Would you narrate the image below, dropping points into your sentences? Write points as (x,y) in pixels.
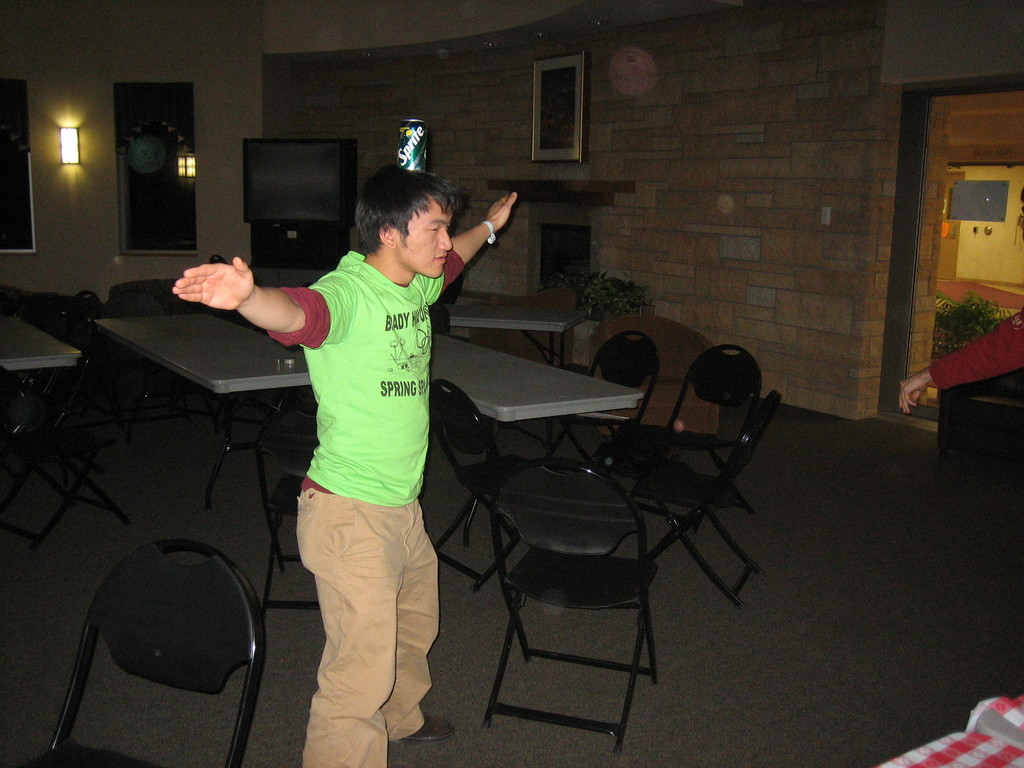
This is the picture inside of the room (688,136). There is a person (335,461) standing in the front (404,625). At the back (20,344) there are tables (262,372) and chairs (498,526) and there is a television (294,193) at the back (314,161) and at the left (121,196) there is a window (167,121) and light (77,136). At the top (568,157) there is a photo frame (562,73) on the wall (512,57), at the bottom (778,624) there is a mat (803,627).
